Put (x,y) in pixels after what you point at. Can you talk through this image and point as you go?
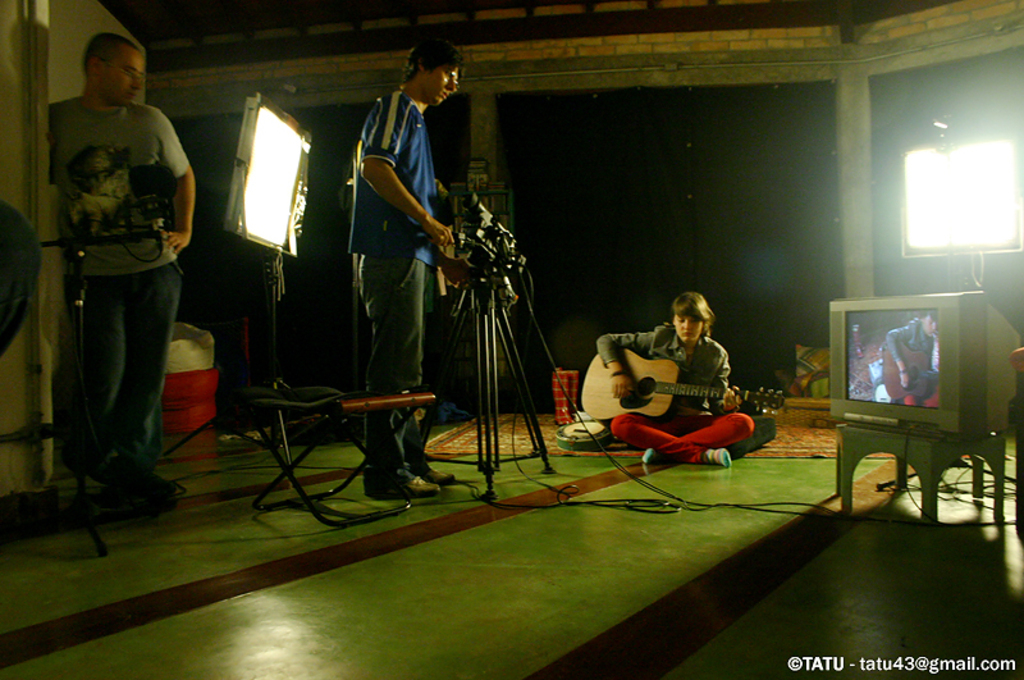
In this image i can see a person (392,184) wearing blue t shirt (420,178) and jeans (369,309) standing and holding the camera (465,234). I can see a woman (705,411) sitting on the floor (675,465) and holding a guitar (631,393) in her hand (626,386) to the left of the image (143,359) i can see a person (159,155) standing, a microphone (65,247) and a light (271,189) and to the right of the image (1002,330) i can see a television screen (921,338). In the background (693,71) i can see few pillars (485,114) the wall (657,46) and the light (921,212).
